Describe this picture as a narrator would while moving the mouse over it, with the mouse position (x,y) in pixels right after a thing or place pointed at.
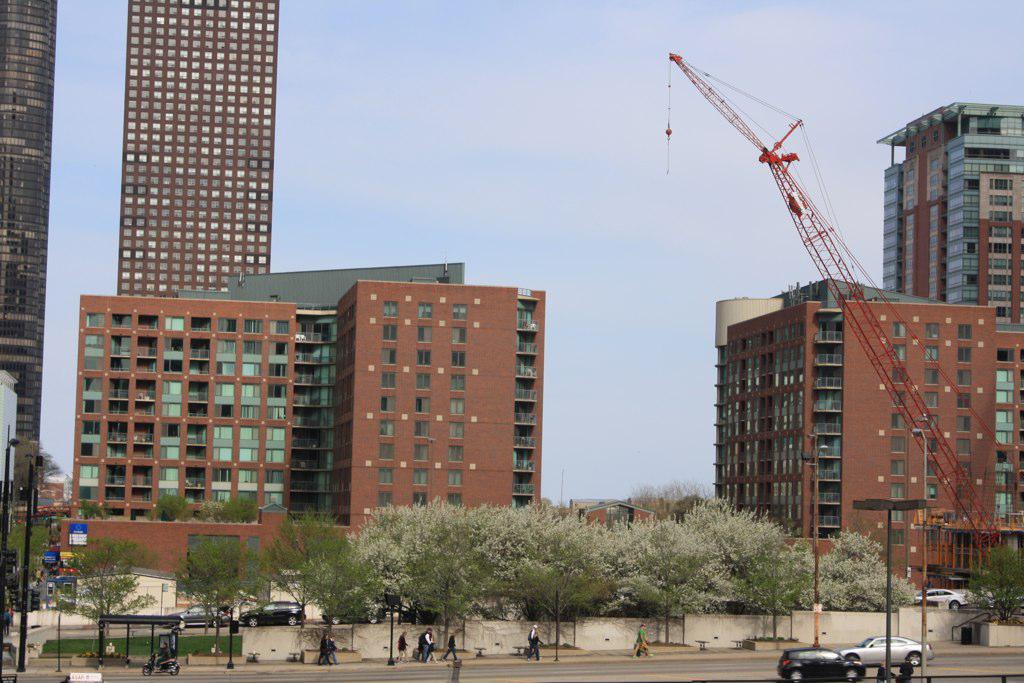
In this image I can see few vehicles (782,656) and few people (329,653) on the road (352,667). I can see trees (432,573) and poles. Back Side I can see buildings (302,349) and window (331,412). The sky (534,129) is in blue color.
